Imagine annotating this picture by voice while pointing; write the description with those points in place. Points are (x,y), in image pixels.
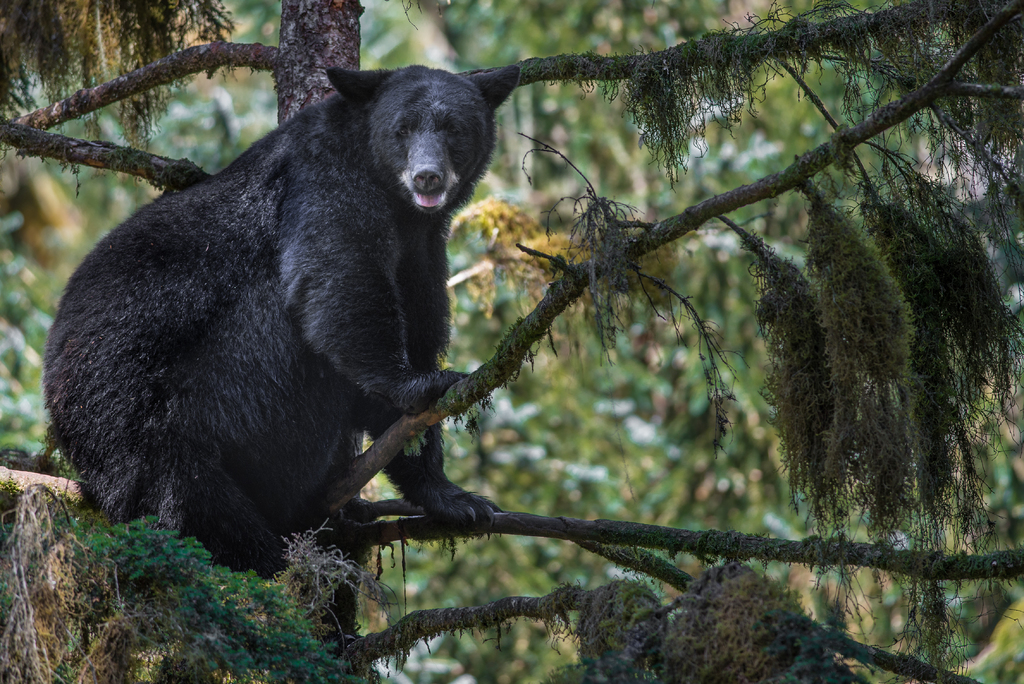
In the picture we can see a bear (75,412), which is black in color sitting on the tree (295,88), in the background (505,550), we can see the trees (497,562) and leaves (698,161) to it.
